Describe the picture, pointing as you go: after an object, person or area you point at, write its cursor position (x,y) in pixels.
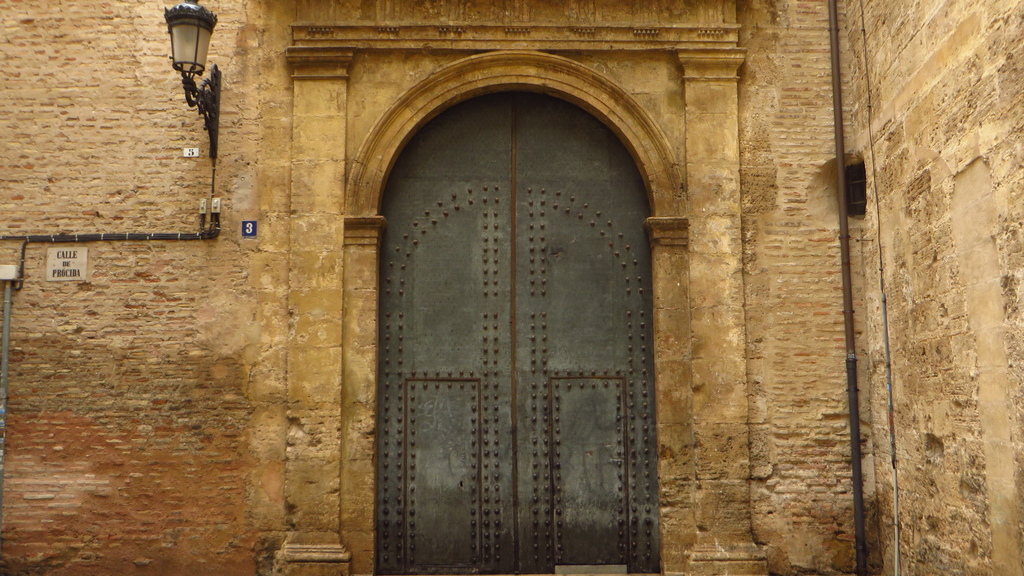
This image consists of a building (684,344). It has a door (408,396) in the middle (595,265). There is light (218,108) at the top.
